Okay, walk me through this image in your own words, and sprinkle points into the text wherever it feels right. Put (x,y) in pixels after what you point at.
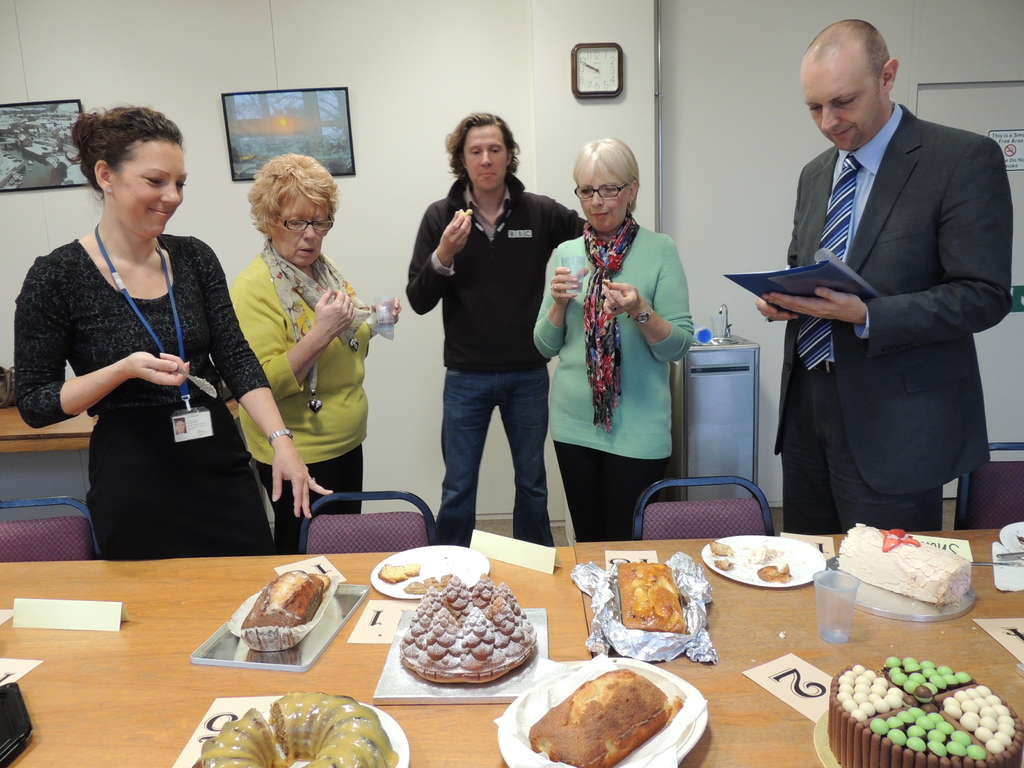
In this image we can see five people (213,376) near to the table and holding some objects (199,385). There is one table (132,590), some chairs (397,525) near the table (985,662), some food items (323,593) and some objects (978,561) are on the table (56,570). Two photo frames (338,118) attached to the wall (159,43) and one table (20,435) with one object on the table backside of these persons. One wall clock (601,48) and one pole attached to the wall (765,375). One sink (729,356) with tap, one object (742,424) near to the wall (775,359), one poster (1013,148) with text (1014,153) attached to the white door (1018,337).
